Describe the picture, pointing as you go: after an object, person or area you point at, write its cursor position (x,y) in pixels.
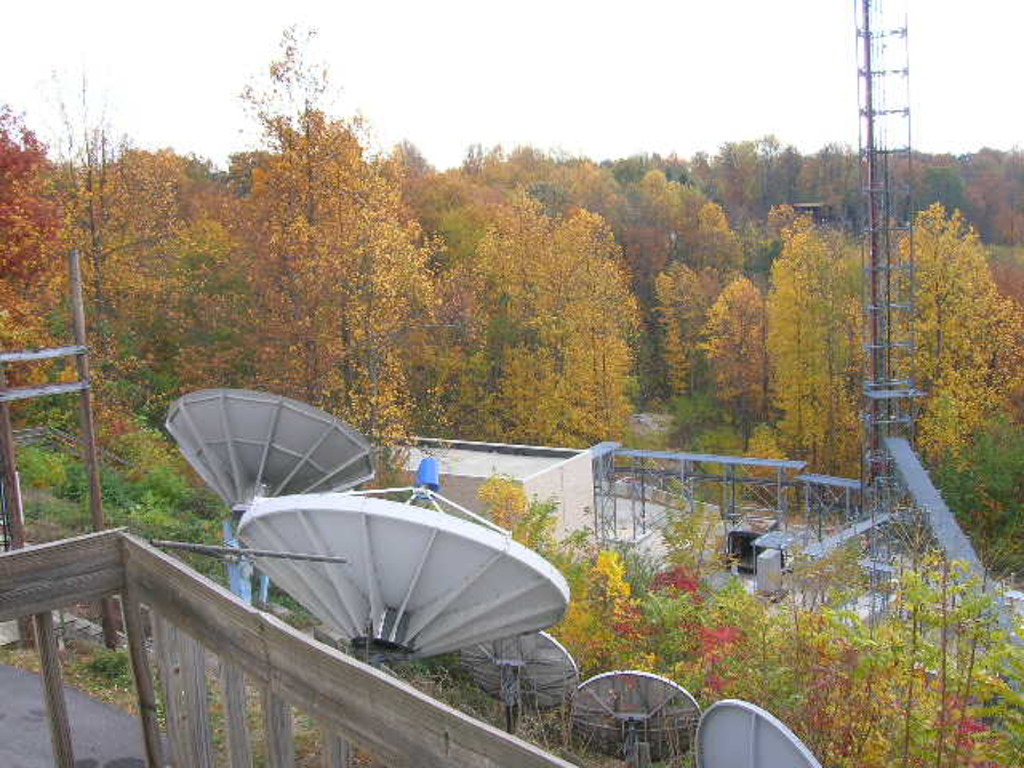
In this image there are antennas (333,456), trees (161,399), plants (885,635), grass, road (133,760), cell towers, sky (451,125).
